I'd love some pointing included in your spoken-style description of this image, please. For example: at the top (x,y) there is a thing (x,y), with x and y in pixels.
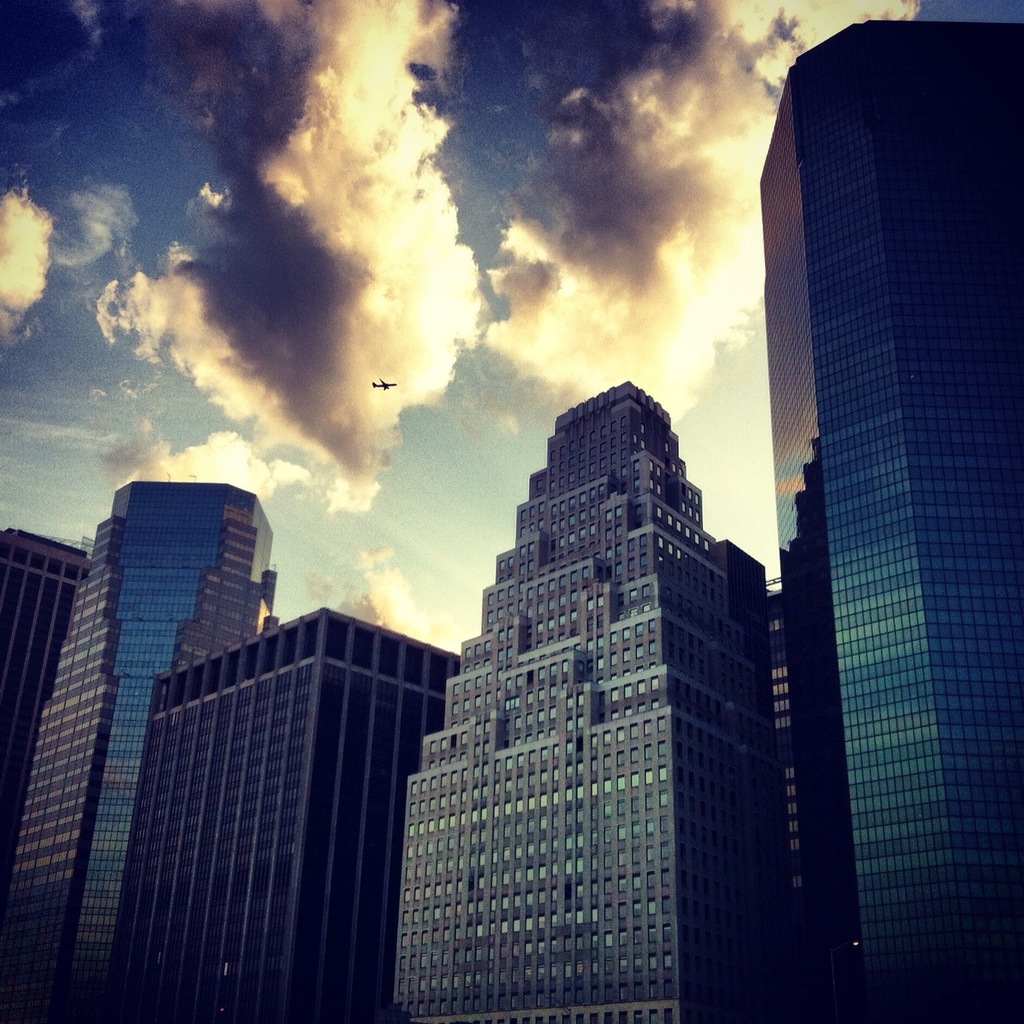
In this picture I can see some buildings (404,750) and cloudy sky (335,348), a plane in the air (272,339).
